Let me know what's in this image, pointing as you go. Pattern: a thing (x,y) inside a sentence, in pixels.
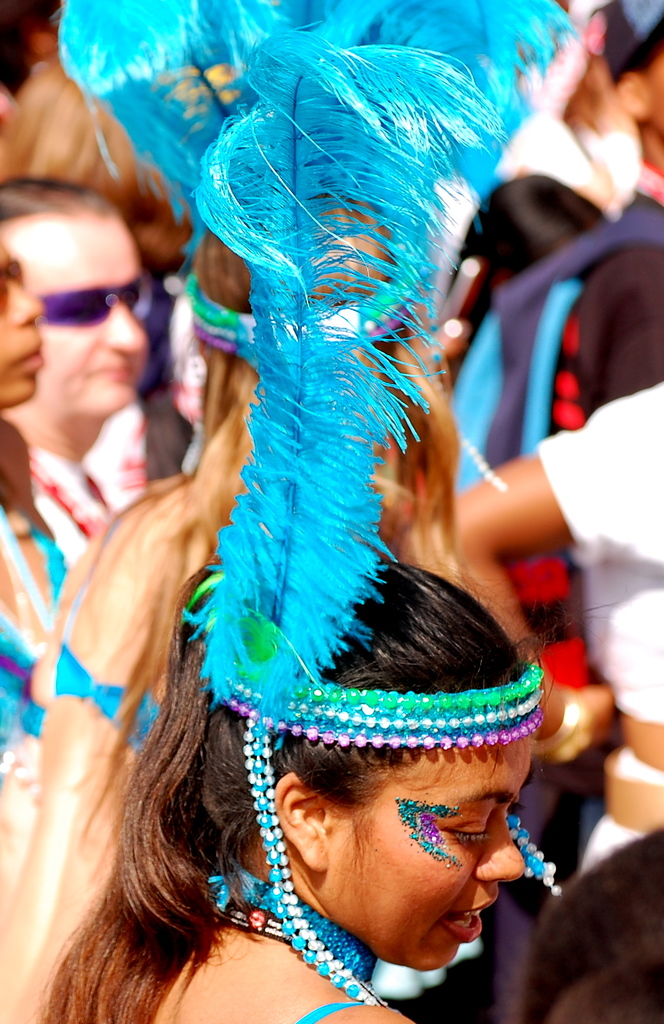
In this image we can see many people (515,729). A lady (382,786) is wearing an object (332,720) which is made of feathers (247,544).
